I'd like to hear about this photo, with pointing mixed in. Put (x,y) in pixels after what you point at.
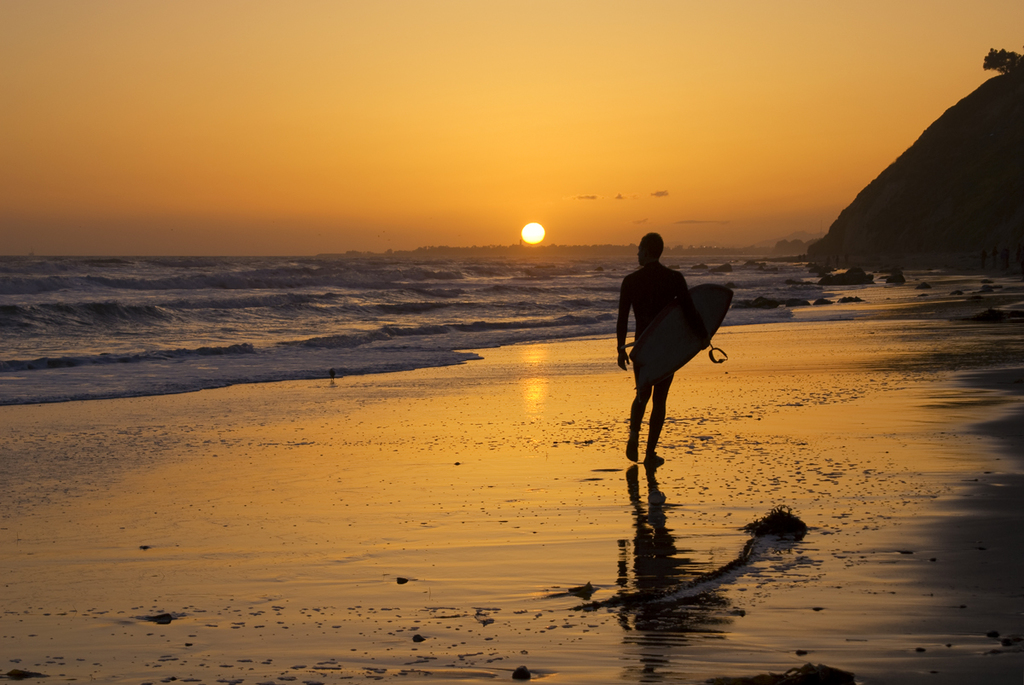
The picture is clicked near a sea (556,289). A person (642,258) walking with an object (678,361) in their hand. The tides (297,336) are beautiful in the background (271,333) and the sun (530,235) is setting. There is also a hill (862,222) in the right side of the image (972,183).
